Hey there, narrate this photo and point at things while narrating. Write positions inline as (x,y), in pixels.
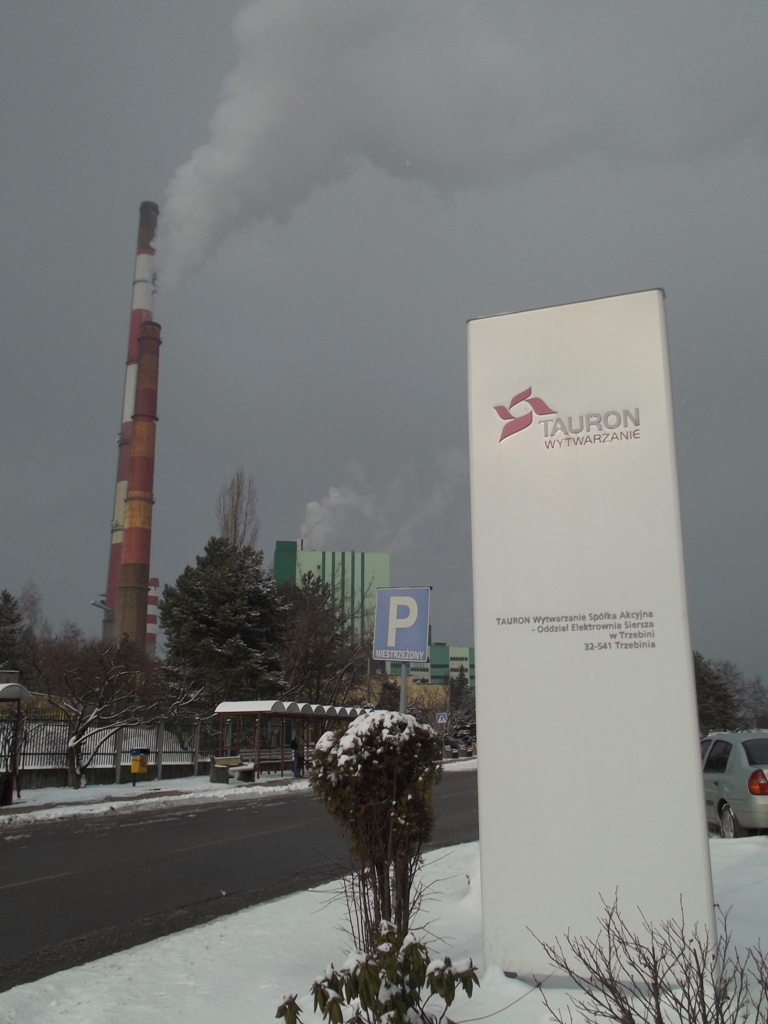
In this picture I can see the road (319,819), side there are some trees (405,817), boards (487,881) and snow (443,873) on the ground (444,855).
